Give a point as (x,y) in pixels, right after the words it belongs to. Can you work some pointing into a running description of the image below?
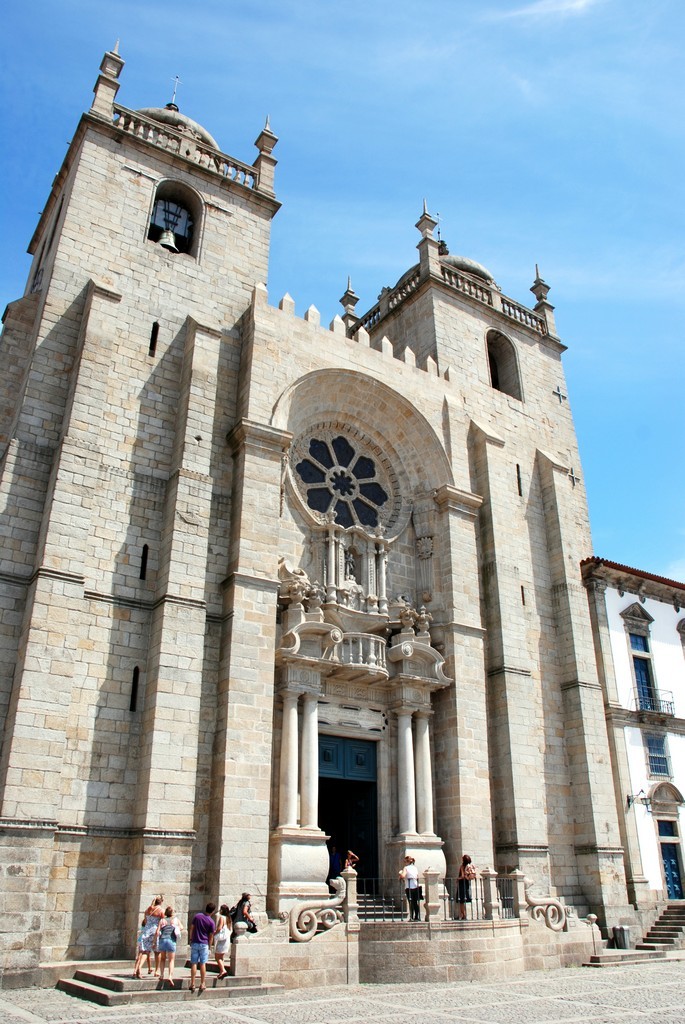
In the center of the image (380,674) there are buildings (465,750) and we can see people (202,972). There are stairs (116,978). In the background (411,152) we can see sky (423,104).
